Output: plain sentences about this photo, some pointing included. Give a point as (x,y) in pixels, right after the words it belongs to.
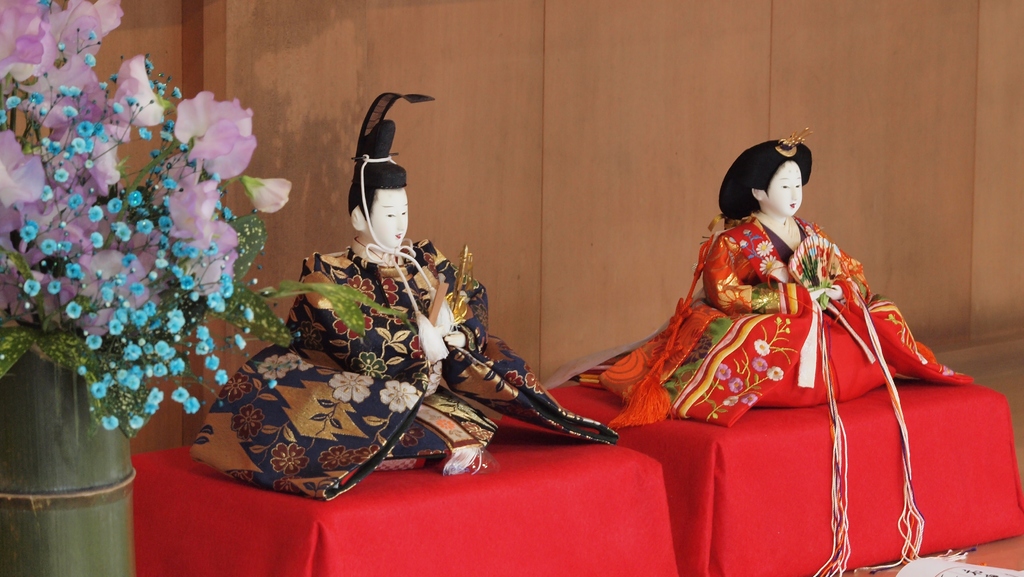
In this image there are two different statues (304,401) may be kept on table (429,556), on the left side (81,467) there is a flower pot (56,421), on which there are flowers (196,204), behind them there is a wooden wall (513,79).
